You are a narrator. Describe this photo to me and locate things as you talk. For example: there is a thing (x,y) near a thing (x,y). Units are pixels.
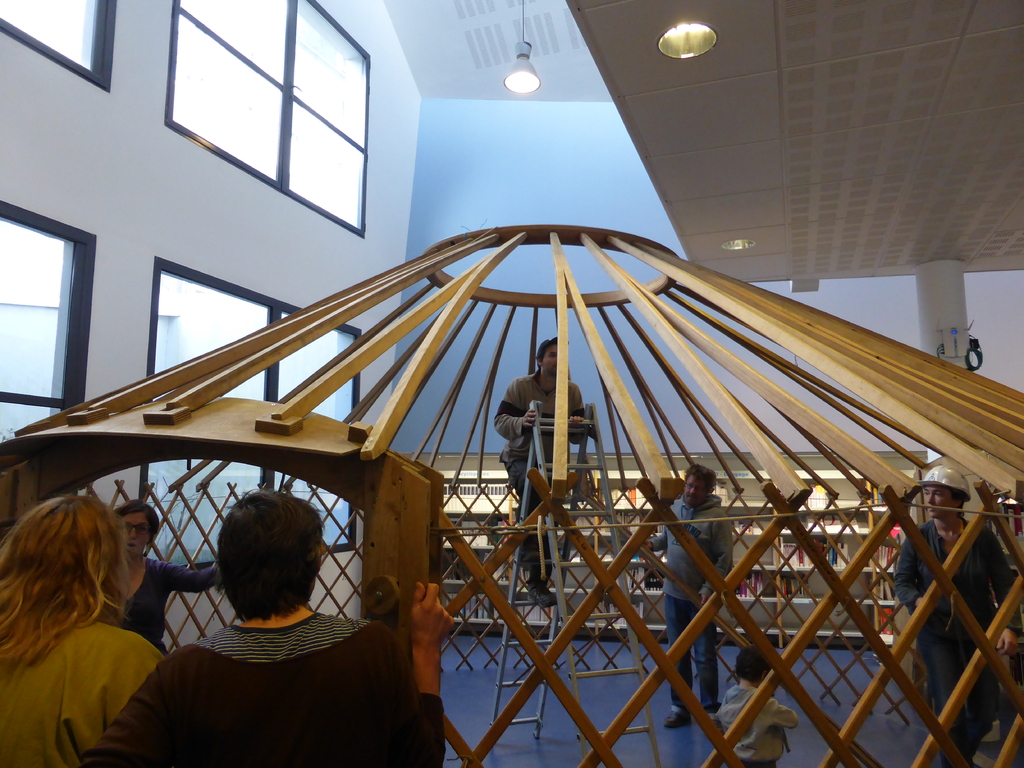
In this image I can see few persons (362,680). It is looking like a wooden cage (693,607). On the left side (5,344) I can see few windows (291,195). At the top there are few lights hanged to the ceiling (724,259).
